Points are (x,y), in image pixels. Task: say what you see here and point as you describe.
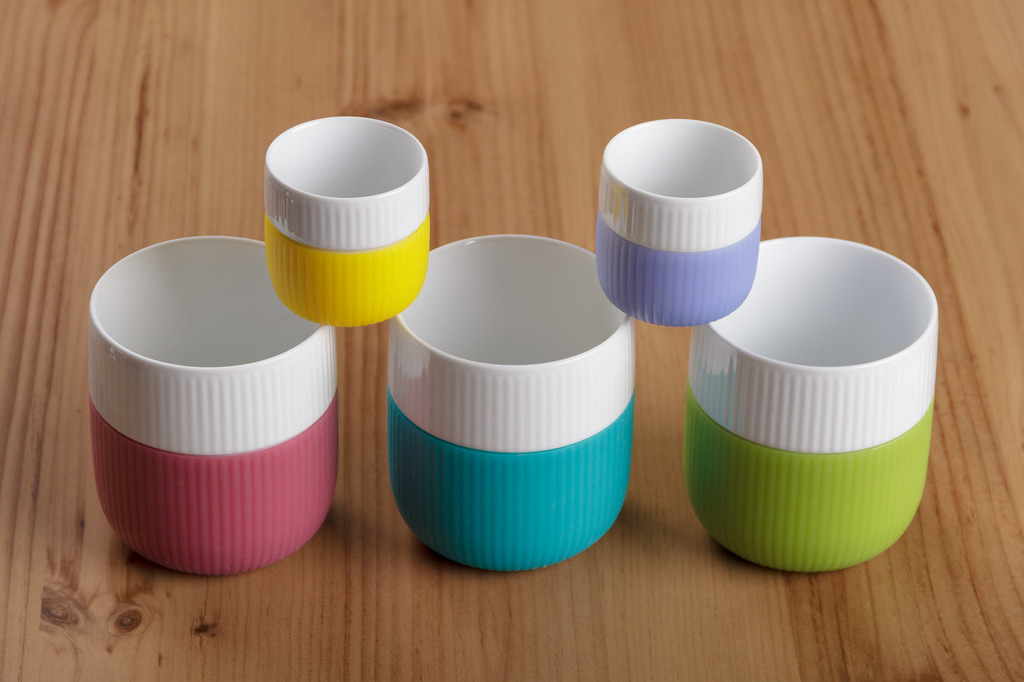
In this picture I can see 5 colorful cups (426,222) in front (674,283) and I see that they're on the brown color surface (60,324).
